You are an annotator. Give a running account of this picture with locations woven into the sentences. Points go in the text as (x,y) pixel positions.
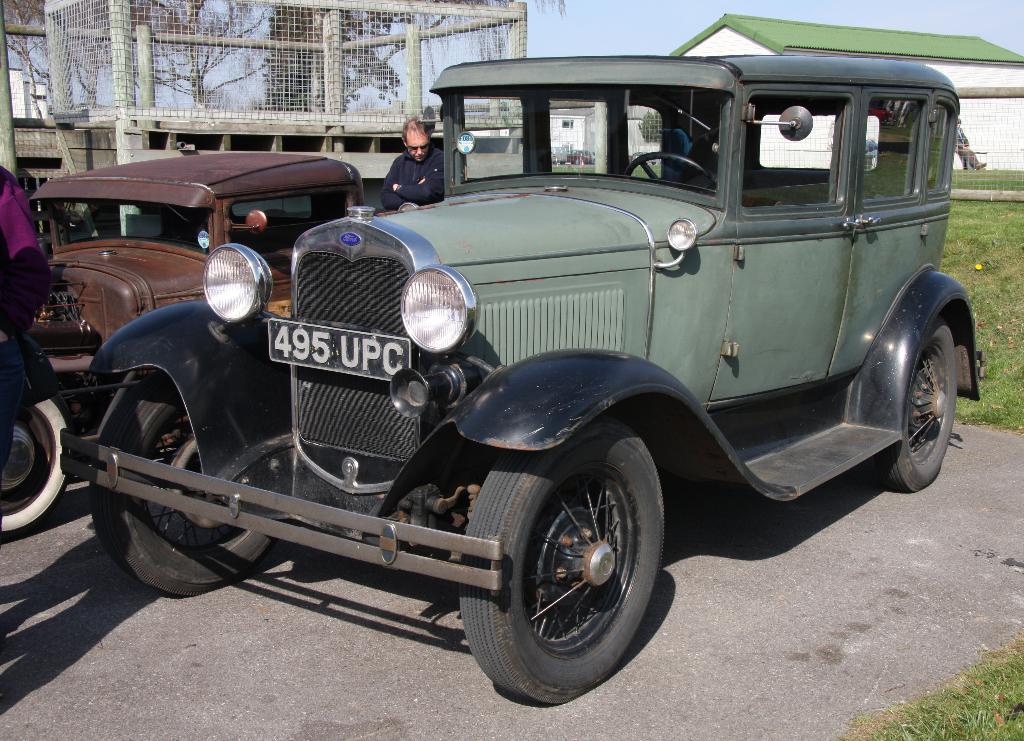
In front of the image there are vehicles (406,276). There are two people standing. At the bottom of the image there is grass (1003,320) on the surface (159,676). In the background of the image (819,44) there are trees (426,60), buildings (819,44). At the top of the image (613,20) there is sky (619,17).
